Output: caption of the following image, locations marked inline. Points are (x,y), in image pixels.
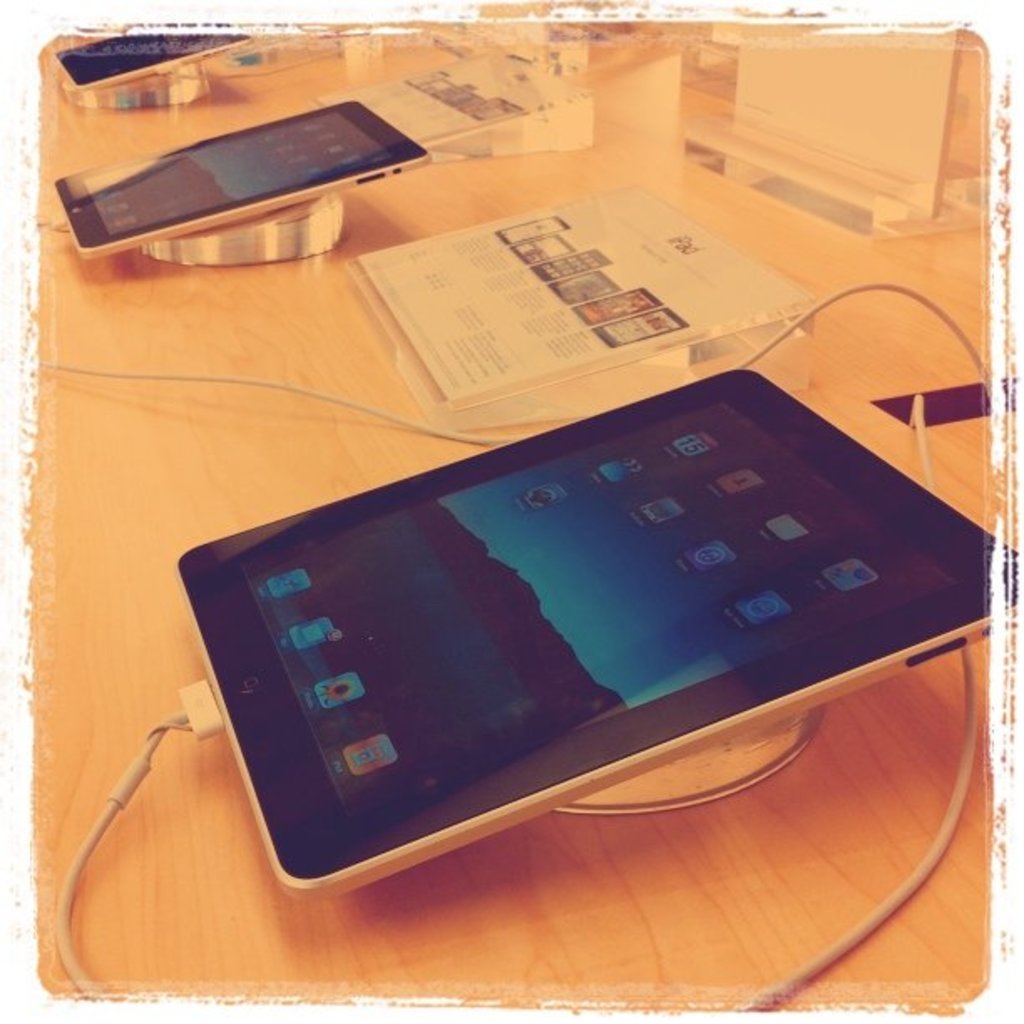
This picture contain three tablets (528,739). There are few apps (359,749) visible on the screen (334,586) at the front side of the tablet (627,671). At the middle of the image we can see a poster (496,264) on the table (52,840).
